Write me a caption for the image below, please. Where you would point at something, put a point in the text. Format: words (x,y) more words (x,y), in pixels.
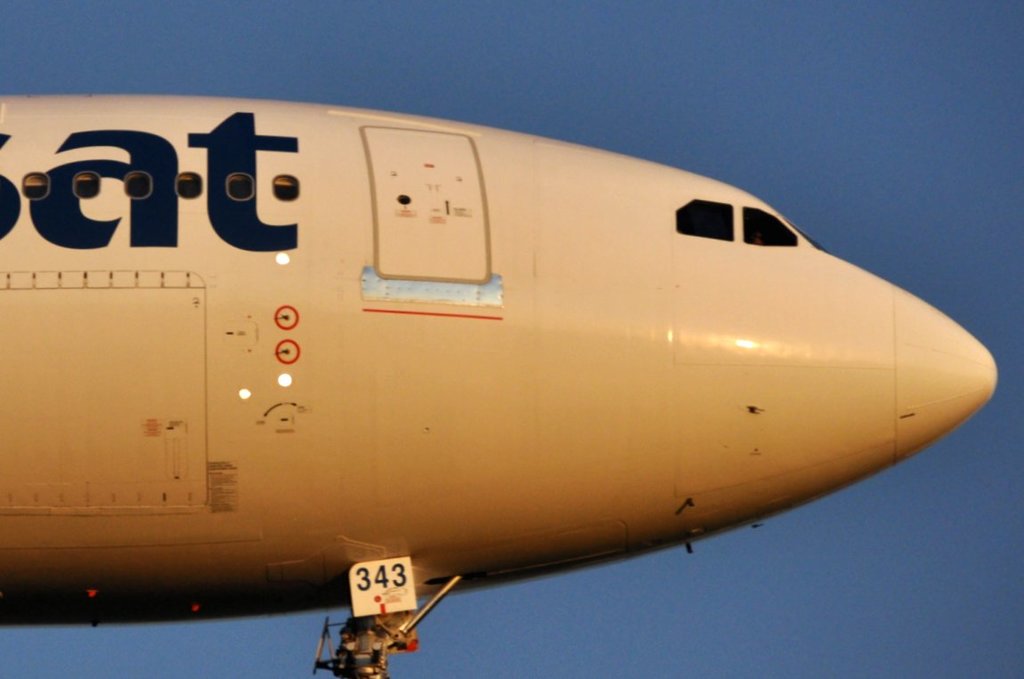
In this image we can see an aeroplane (439,412) flying in the sky (719,603).
